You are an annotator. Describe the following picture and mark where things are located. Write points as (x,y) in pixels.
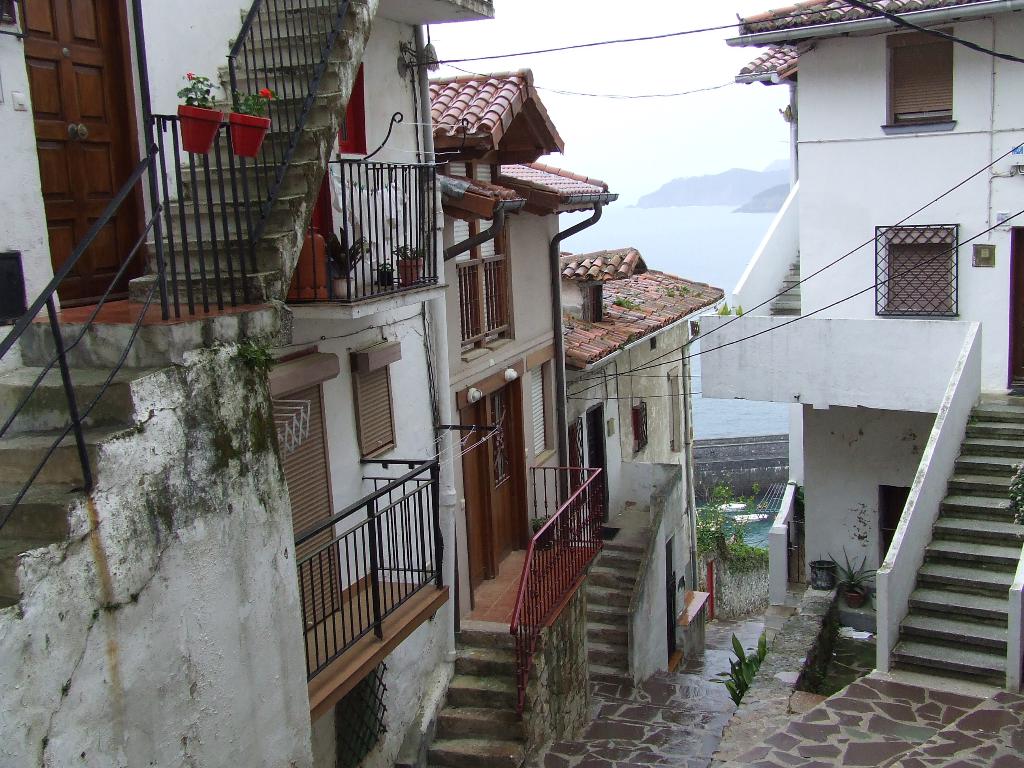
There are plants (848,577). Here we can see houses (219,13), doors (126,102), and windows (918,101). In the background (709,277) we can see water (702,232) and sky (696,135).
